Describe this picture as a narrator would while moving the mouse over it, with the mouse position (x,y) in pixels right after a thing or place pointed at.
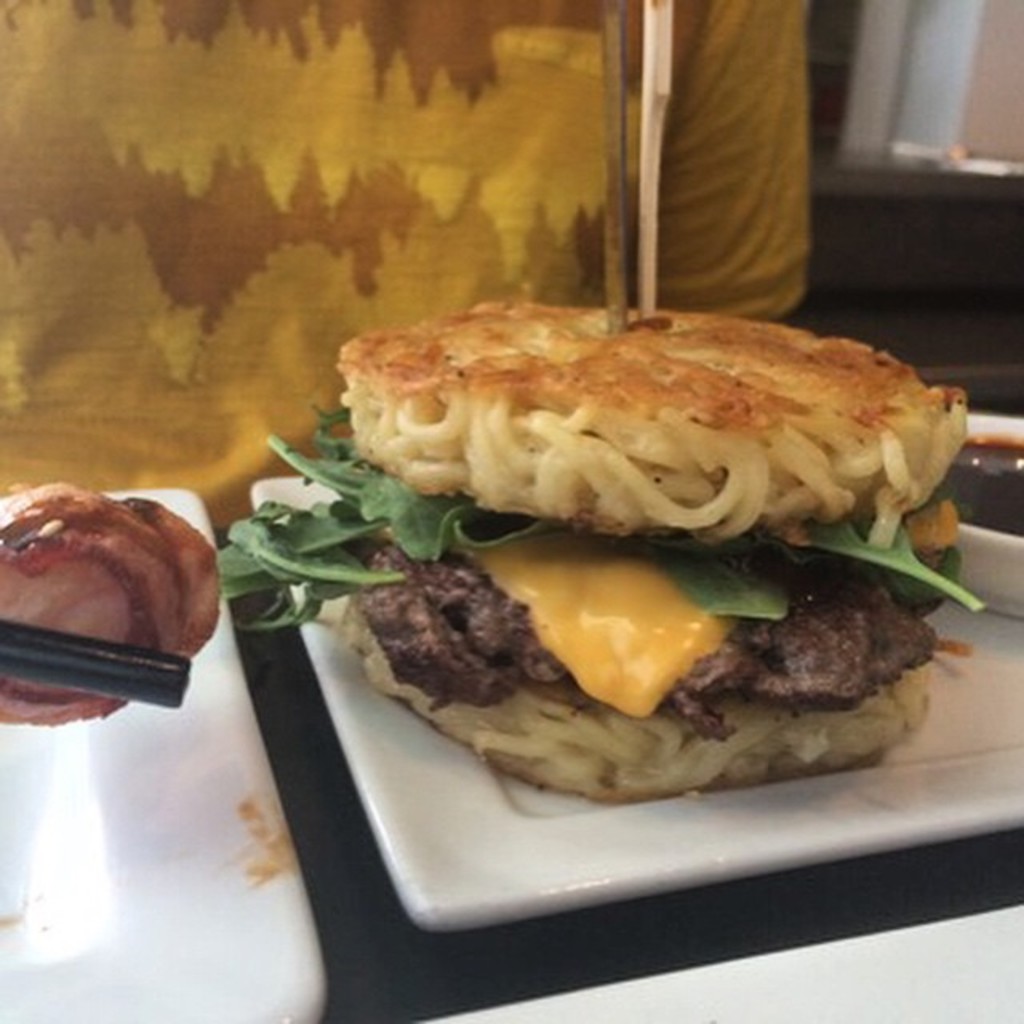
In this image we can see food items (696,629), sticks (36,655) and trays (149,993). On the right side of the image (1013,478), we can see sauce (991,508) in a bowl (1004,568). In the background (673,224), we can see a person (290,257).
